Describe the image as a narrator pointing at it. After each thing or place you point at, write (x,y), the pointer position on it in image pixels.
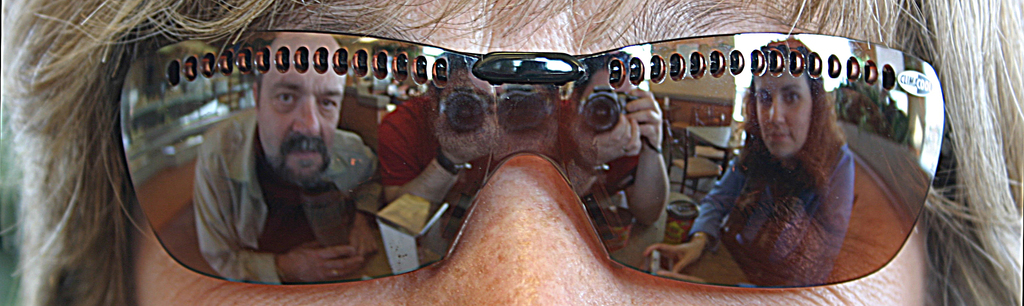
In the picture we can see a part of the human face (338,293) with goggles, on the goggles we can see the reflection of man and a woman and one man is capturing the picture with camera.
